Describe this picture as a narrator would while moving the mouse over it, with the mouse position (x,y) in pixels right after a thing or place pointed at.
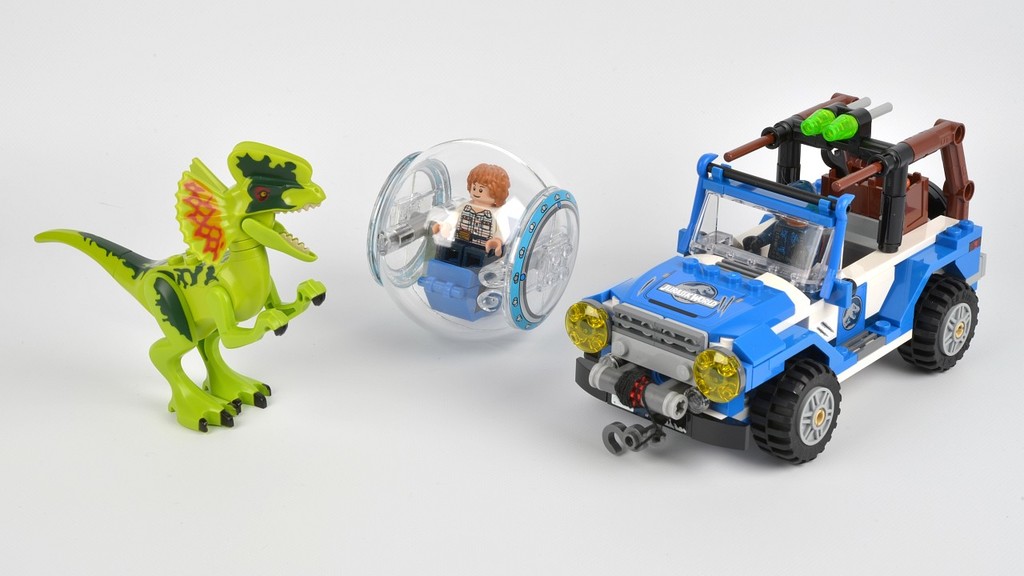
In this image I can see some toys (444,292) on the white surface (316,447).
